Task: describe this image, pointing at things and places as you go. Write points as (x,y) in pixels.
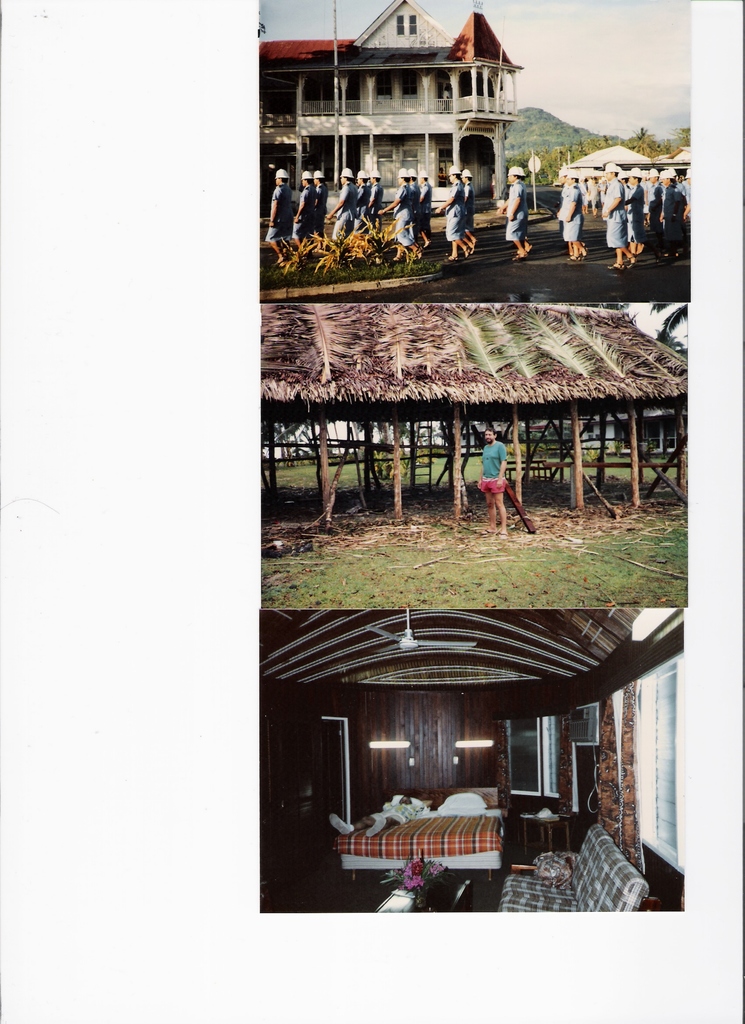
This is an edited image. On the right (586,434) we can see the pictures (434,254) containing sky (596,46), building (454,80), group of persons (514,180), tents (602,160), trees (548,171), shed (602,365), ceiling fan (416,638), bed (472,854), couch (592,871) and some other objects (550,816).
